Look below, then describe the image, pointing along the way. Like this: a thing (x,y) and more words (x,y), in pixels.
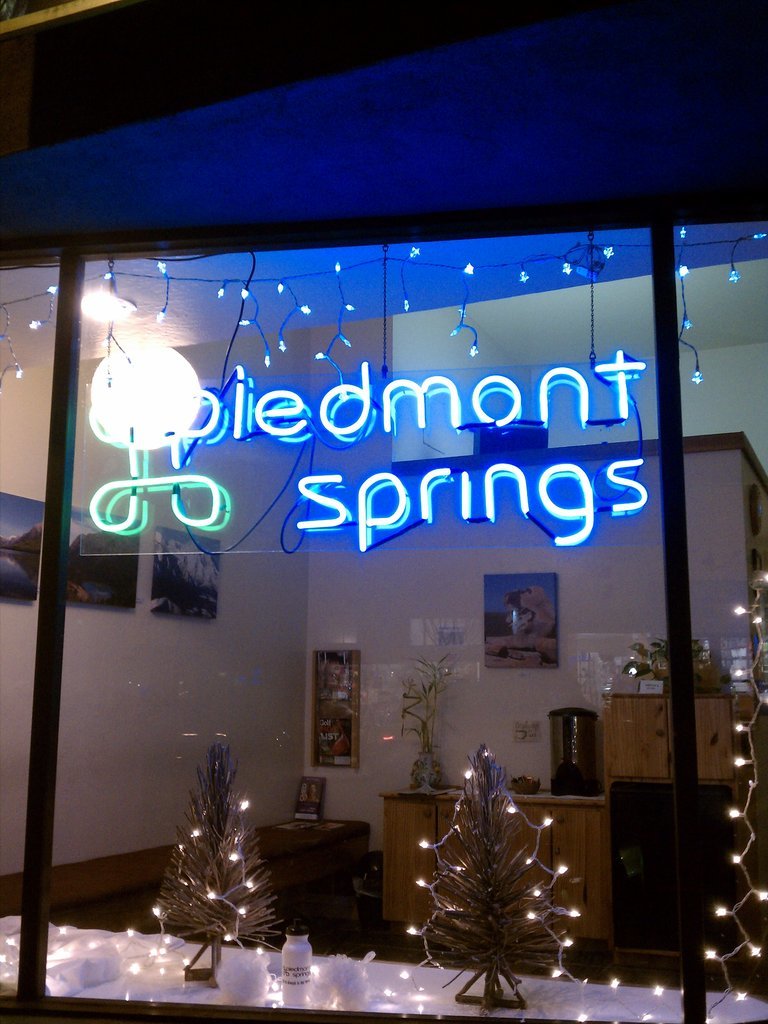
In this picture I can see there are lights (121,361) here and there is a wall (169,713) and there some photo frames (11,518) on the wall (155,729).
